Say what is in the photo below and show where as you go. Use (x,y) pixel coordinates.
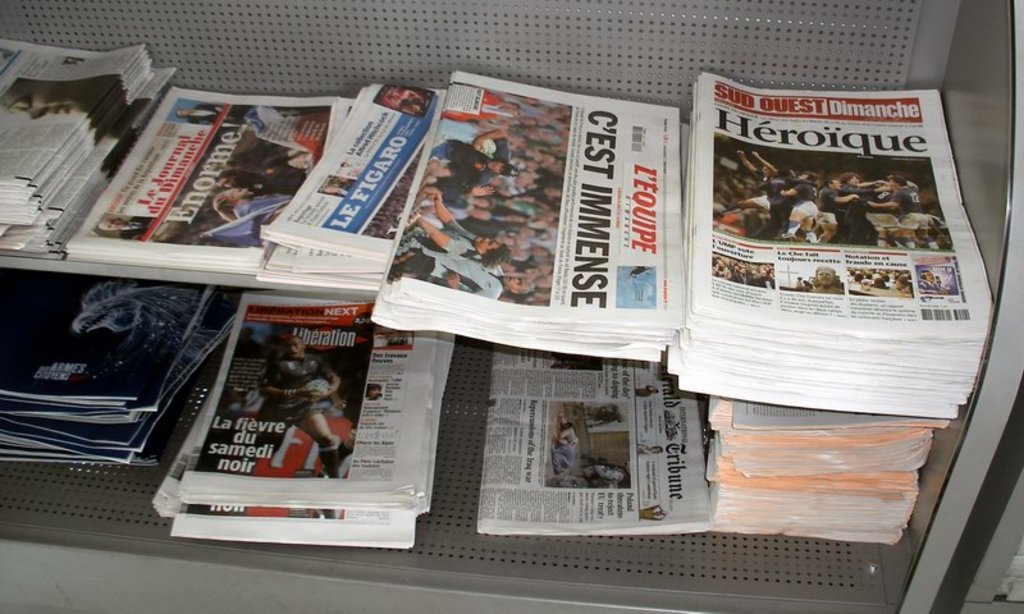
Here in this picture we can see a shelf (75,5) present on the floor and in that we can see number of news papers (411,268) and magazines (121,446) present and we can also see number of pictures (468,199) on the papers (643,310).
